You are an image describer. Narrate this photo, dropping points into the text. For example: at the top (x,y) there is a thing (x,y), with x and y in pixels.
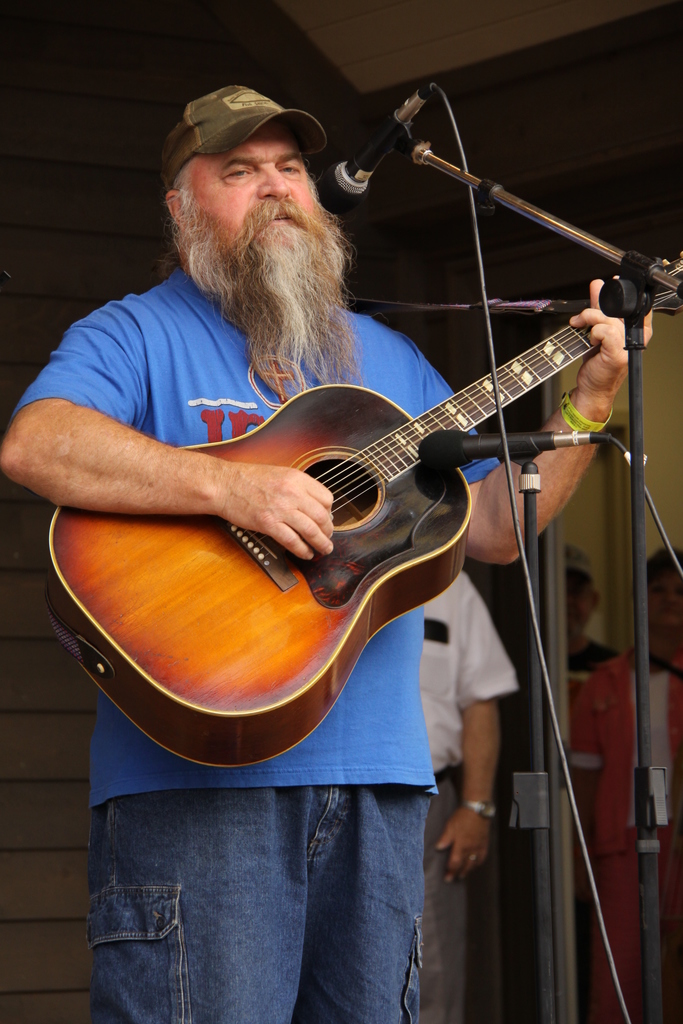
In this image I see a man (334,262) who is standing in front of the mics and he is holding a guitar (367,424) and he is wearing a cap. In the background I see few people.
